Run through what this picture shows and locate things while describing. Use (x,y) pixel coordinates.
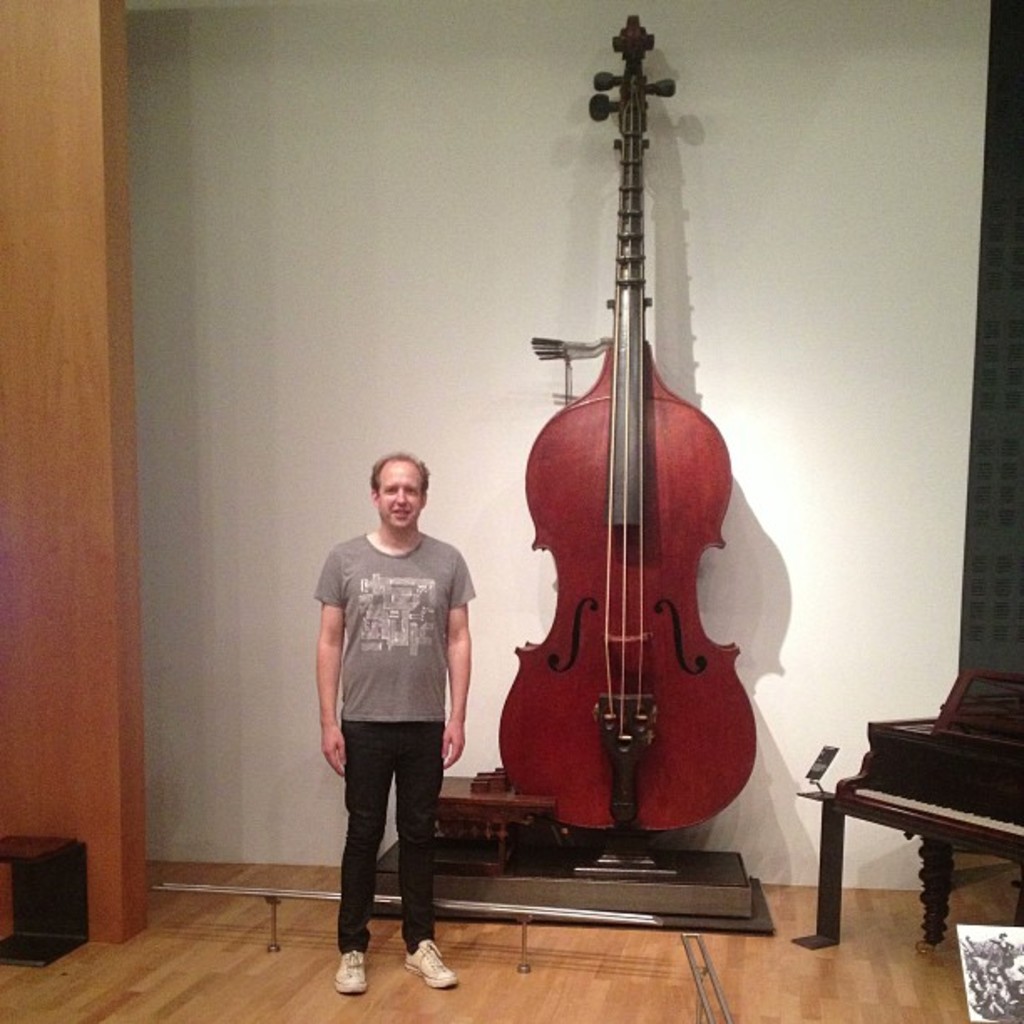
In this picture, a man (407,893) is standing. There is a giant violin (594,518) beside him. The man (402,611) wears ash colored T shirt (400,625) with black pant (428,770) and casual shoes (422,944).
